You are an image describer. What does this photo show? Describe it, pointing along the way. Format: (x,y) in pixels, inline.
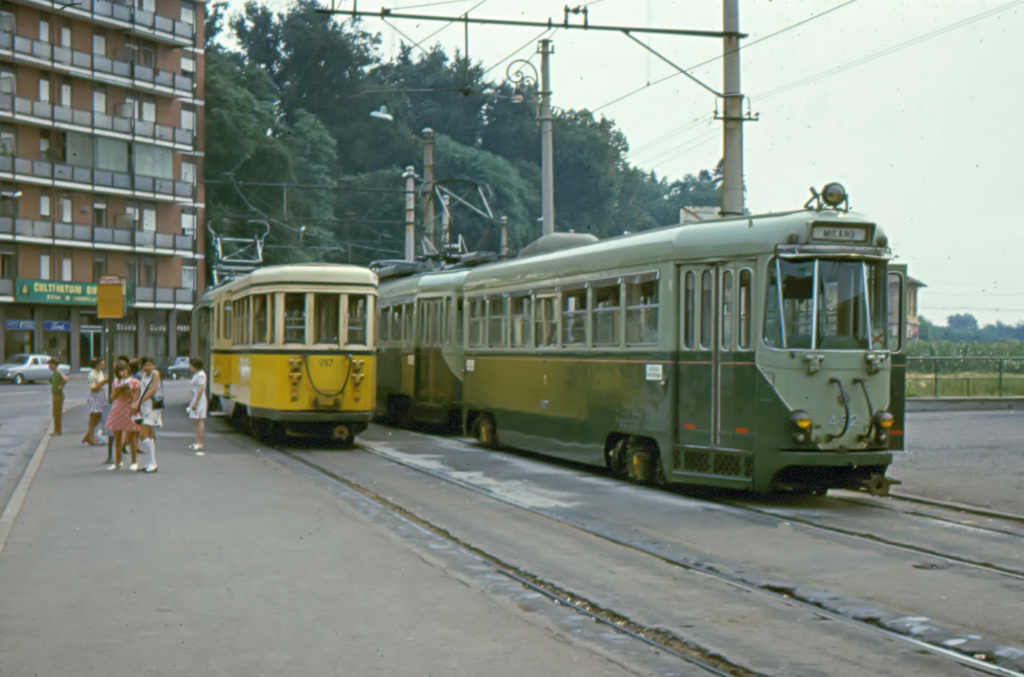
In this image, there are a few vehicles (528,427). We can see some people (117,406). We can see the ground (99,479). We can see some poles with wires (756,40). There are a few boards (22,287) with some text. We can see a building (64,175). We can see the fence (1002,374). We can see some grass (988,389), plants (1010,350). We can see the sky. There are a few trees (1021,333).
